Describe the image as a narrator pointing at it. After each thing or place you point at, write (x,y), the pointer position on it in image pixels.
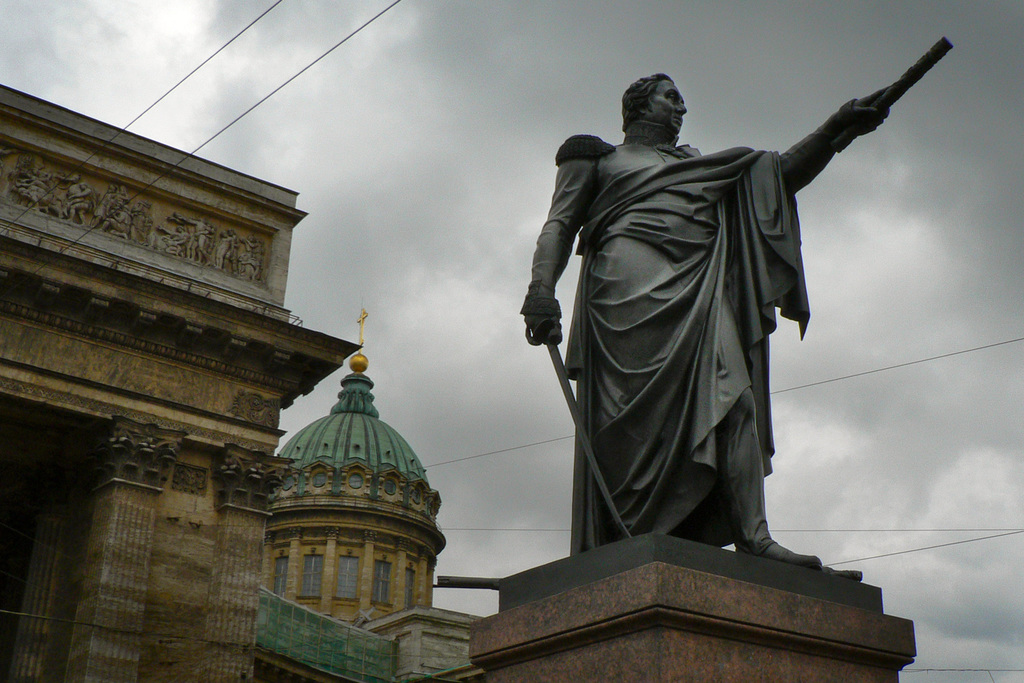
In this picture we can see a statue (586,247) of a man (709,185), buildings (339,434), wires (265,101) and in the background (339,226) we can see the sky (595,130) with clouds (336,243).
